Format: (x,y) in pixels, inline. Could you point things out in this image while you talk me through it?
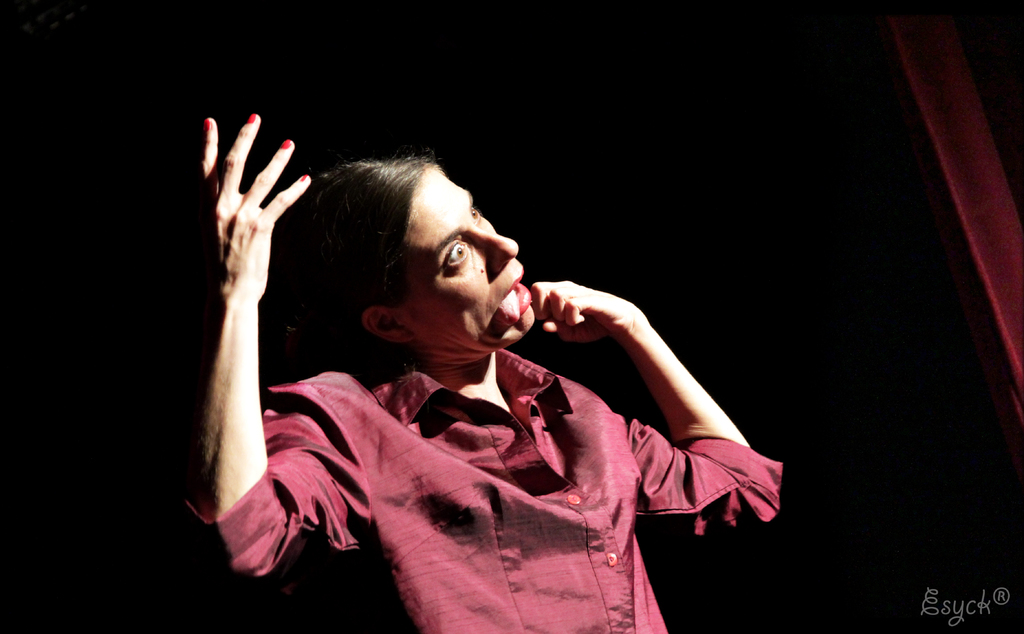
In this picture there is a woman (353,379) who is wearing red shirt (580,535). In the back (586,226) we can see darkness (685,266). On the top right (936,25) we can see red color curtain (932,32). On the bottom right corner (926,590) there is a watermark (926,612).
